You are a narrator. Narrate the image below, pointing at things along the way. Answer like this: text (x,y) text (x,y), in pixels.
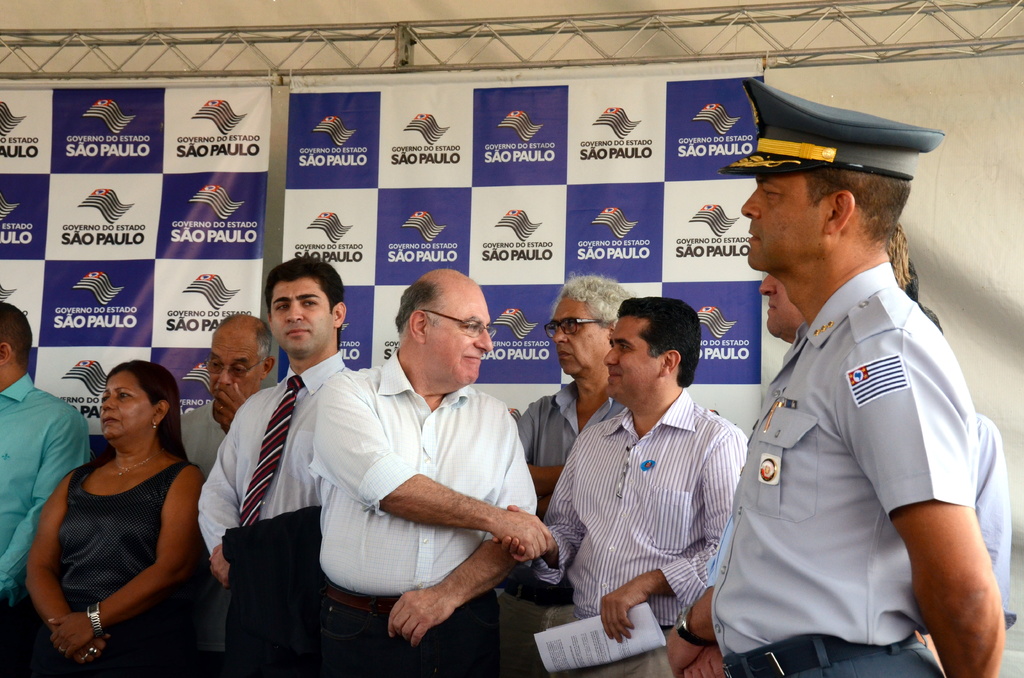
In this image, we can see people (314,380) standing and some are holding hands (509,538) and wearing glasses (563,324) and we can see a person (818,545) wearing uniform (846,547) and a cap (735,168). In the background (267,136), there are banners (320,161) and rods (503,40) and there is a wall (967,158).
